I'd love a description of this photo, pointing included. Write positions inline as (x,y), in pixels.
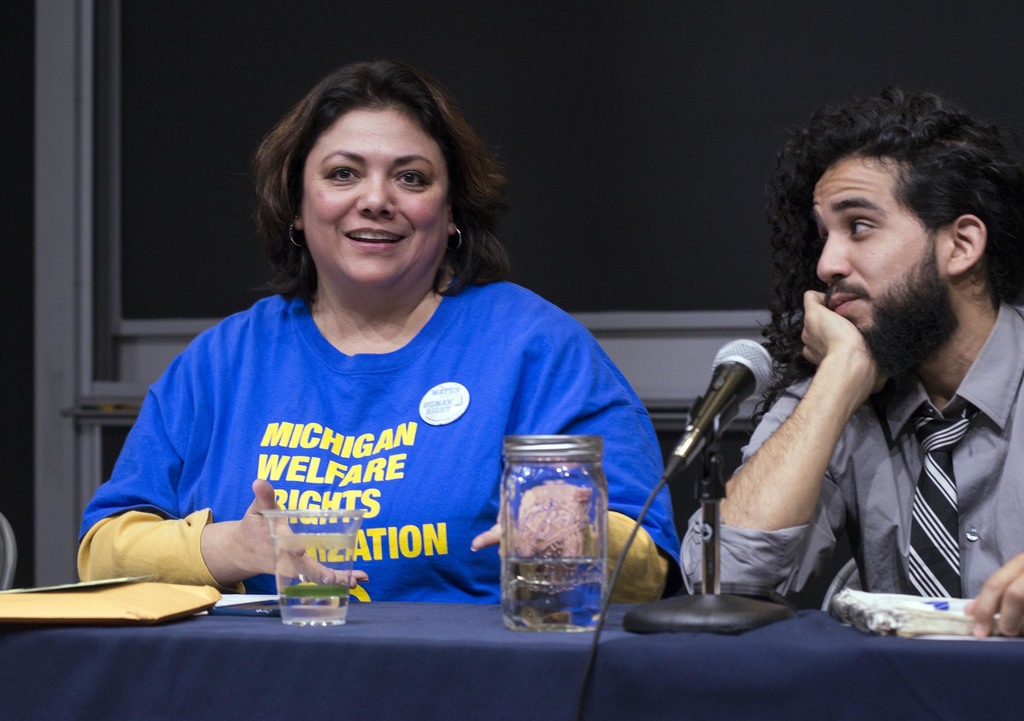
In this image, there are two persons (928,356) wearing colorful clothes (548,376) and sitting in front of the table (409,612). This table (299,677) is covered with cloth (478,624) and contains glass (337,595), jar (513,511) and mic (718,408). There is a mic (726,398) in front of the person (802,487) who is right side of the image (944,505).
